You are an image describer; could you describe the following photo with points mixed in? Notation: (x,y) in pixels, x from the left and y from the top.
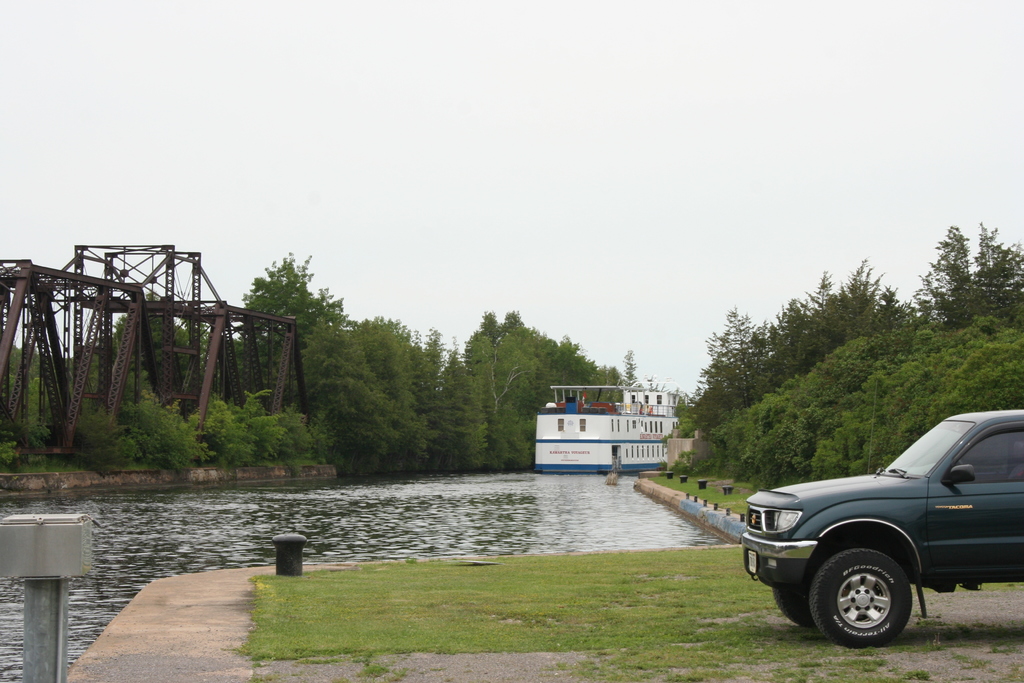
In this image, we can see a ship (665,415) on the water (414,508) and in the background (174,366), there are rods (90,352), trees (241,373), poles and we can see a vehicle (860,589) on the ground (505,625). At the top (307,155), there is sky (248,134).
